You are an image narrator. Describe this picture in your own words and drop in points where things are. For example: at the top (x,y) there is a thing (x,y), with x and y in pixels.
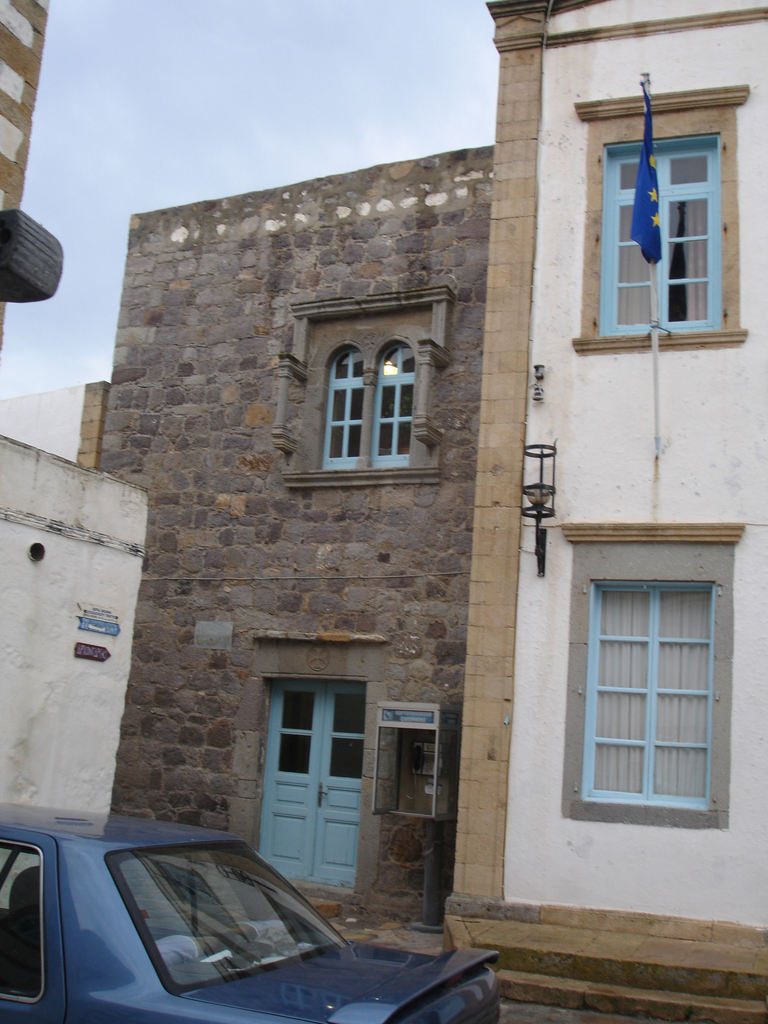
In this image, we can see some buildings (690,142). We can see a vehicle (214,892), a flag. We can see the sky (328,101). We can also see a pole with some objects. We can see an object (81,652) attached to one of the walls (208,600). We can also see an object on the left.
